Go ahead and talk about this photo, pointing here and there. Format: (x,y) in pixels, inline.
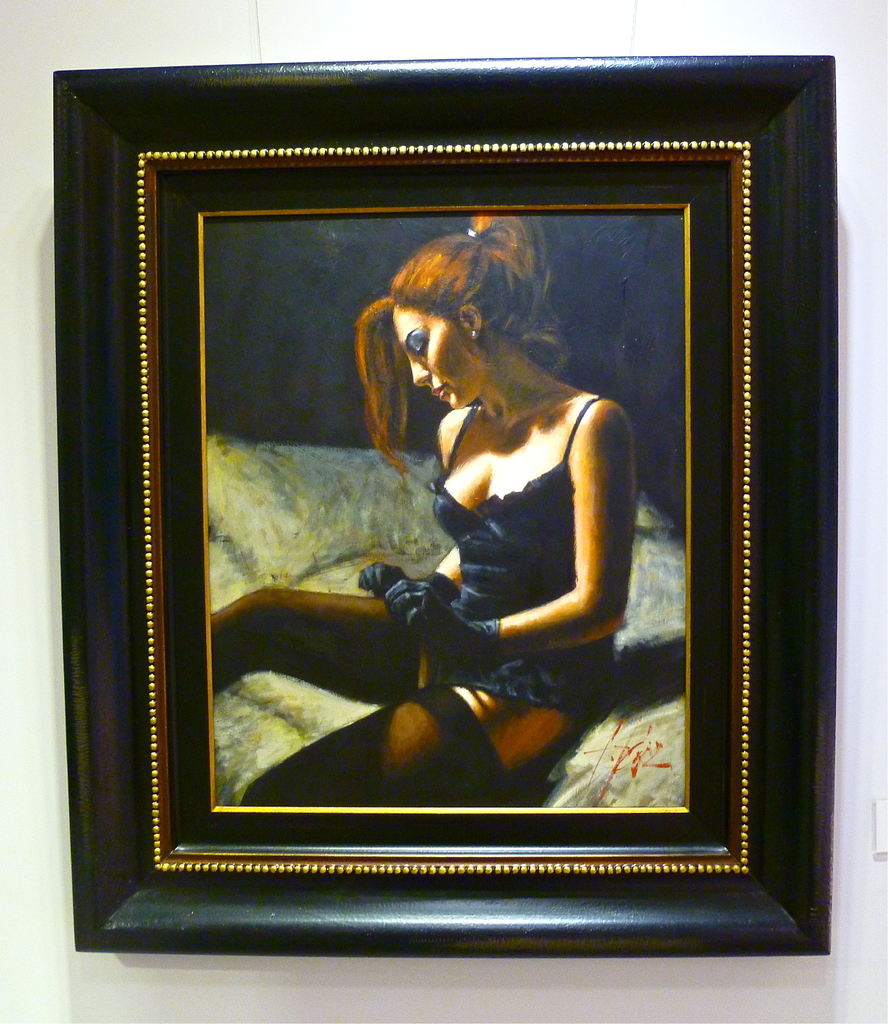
In this picture I can see a photo frame (472,150) attached to the wall (879,10), there is a woman (462,278) sitting on the bed (563,757) and there is a signature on the photo (558,350) of a frame (642,183).
